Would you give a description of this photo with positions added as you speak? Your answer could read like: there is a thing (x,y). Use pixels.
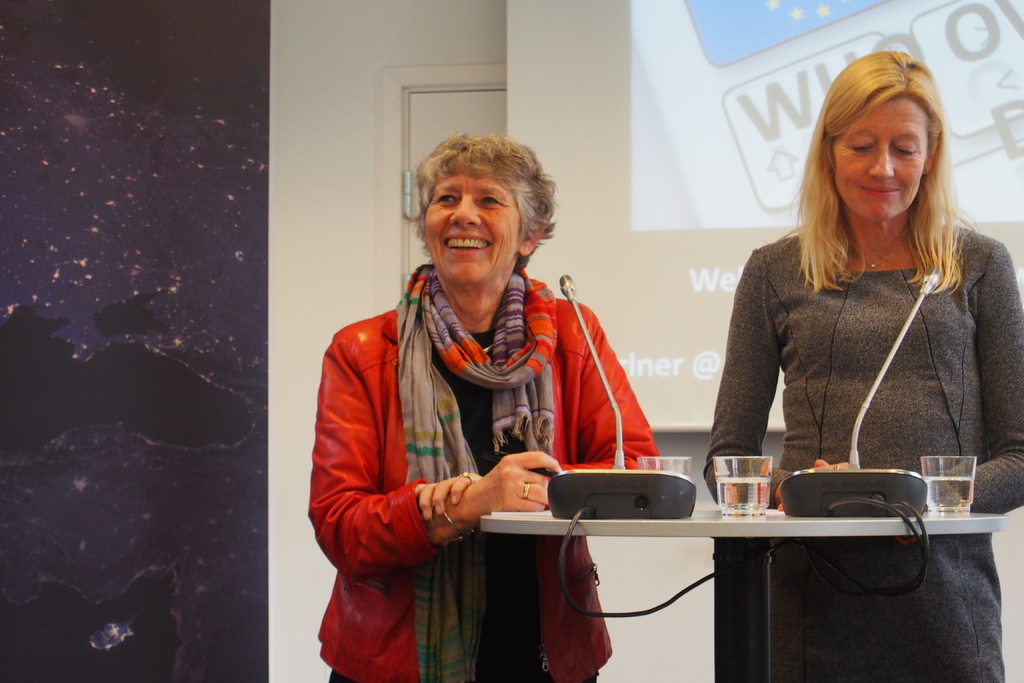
In the image in the center (442,376) we can see two persons (499,369) were standing and they were smiling, which we can see on their faces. In front of them, there is a table (939,520). On table (952,525), we can see glasses (950,499), microphones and black boxes (909,493). In the background (670,454) we can see wall (317,327), door (415,199) and screen (956,104).
